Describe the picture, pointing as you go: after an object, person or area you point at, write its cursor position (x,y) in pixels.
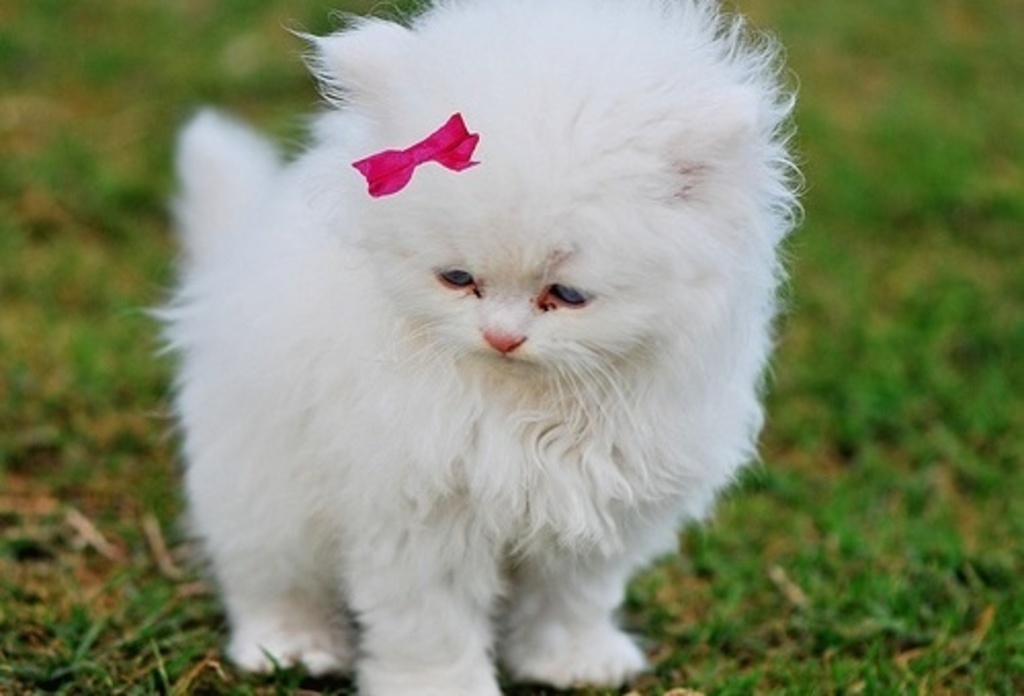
In this image in the front (410,402) there is an animal (521,414) which is white in colour and in the background (924,407) there is grass (874,410) on the ground (101,523).
